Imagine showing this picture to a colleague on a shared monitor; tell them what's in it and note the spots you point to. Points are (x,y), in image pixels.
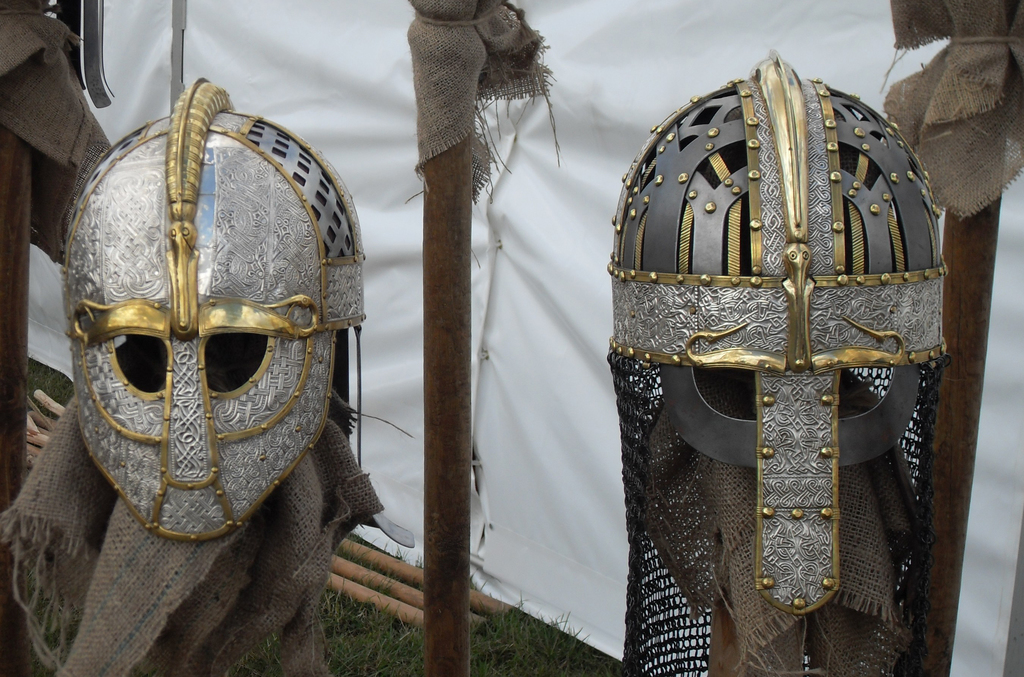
As we can see in the image there is a cloth (264,112) and helmets (328,315).
